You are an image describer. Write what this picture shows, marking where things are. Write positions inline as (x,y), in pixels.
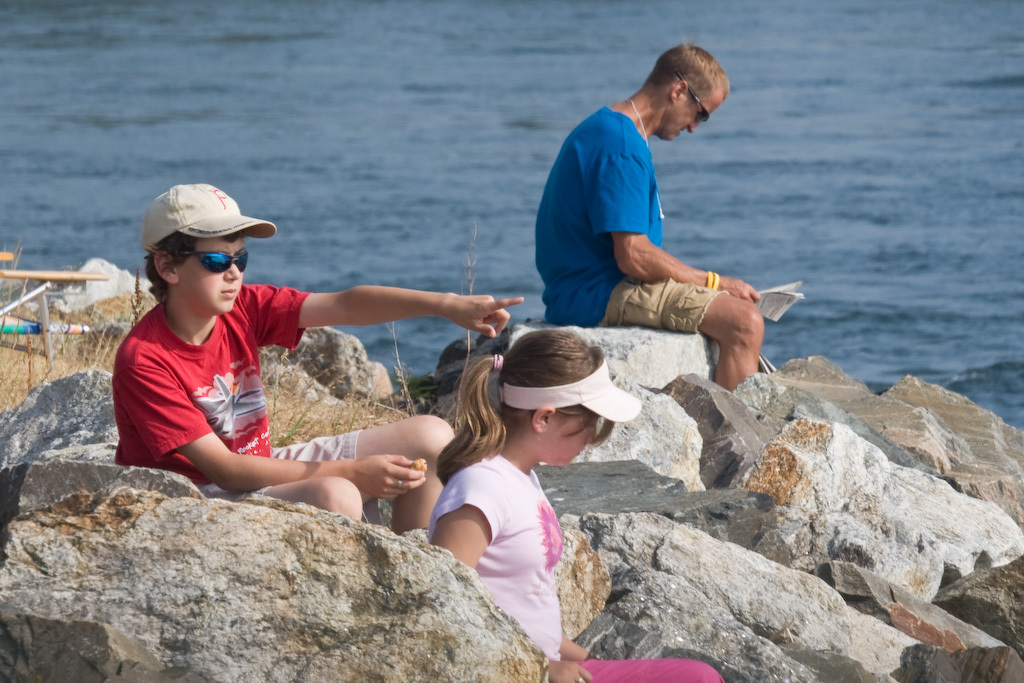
In this picture, we see three people (624,407) sitting on the rocks (587,343). The man (605,217) in blue T-shirt (619,217) is holding papers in his hand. Beside him, the boy (227,405) in red T-shirt (229,380) who is wearing goggles (230,257) and cap (190,204) is pointing towards something. Behind them, we see grass (96,346) and a table (9,276). In the background (366,145), we see water (835,240).
